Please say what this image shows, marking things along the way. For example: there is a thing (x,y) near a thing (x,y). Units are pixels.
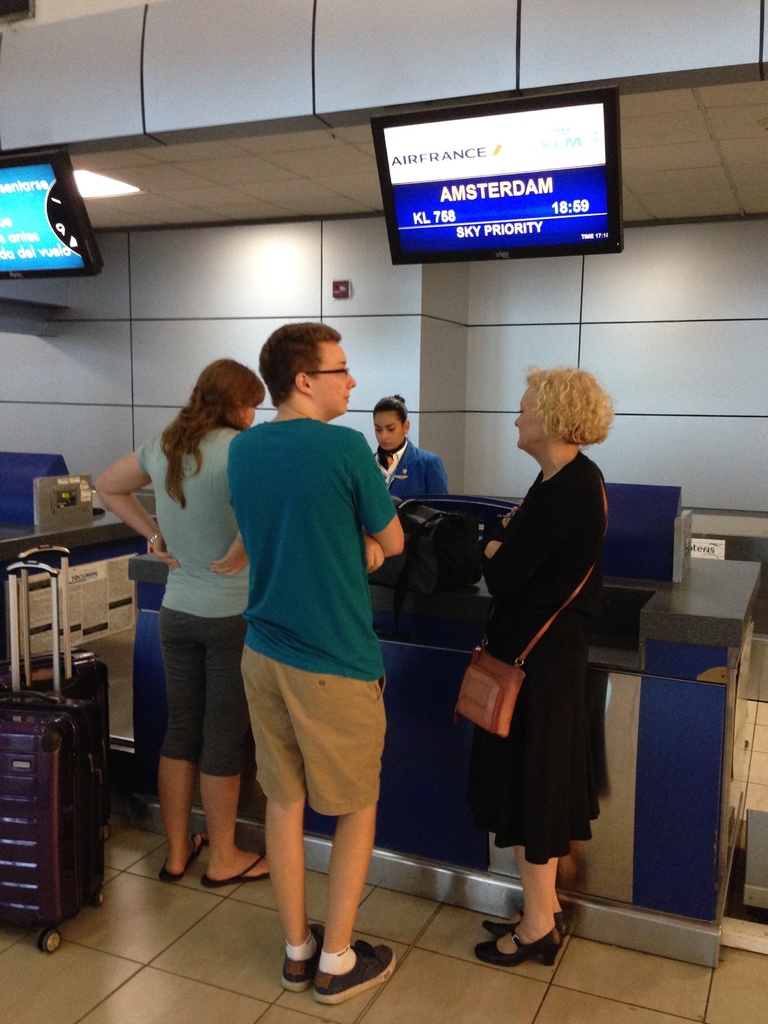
In this image there are three people (360,587) waiting in front of the counter (468,750). We can also see screens (435,194) with time and place. Image also consists of luggages (83,739).
